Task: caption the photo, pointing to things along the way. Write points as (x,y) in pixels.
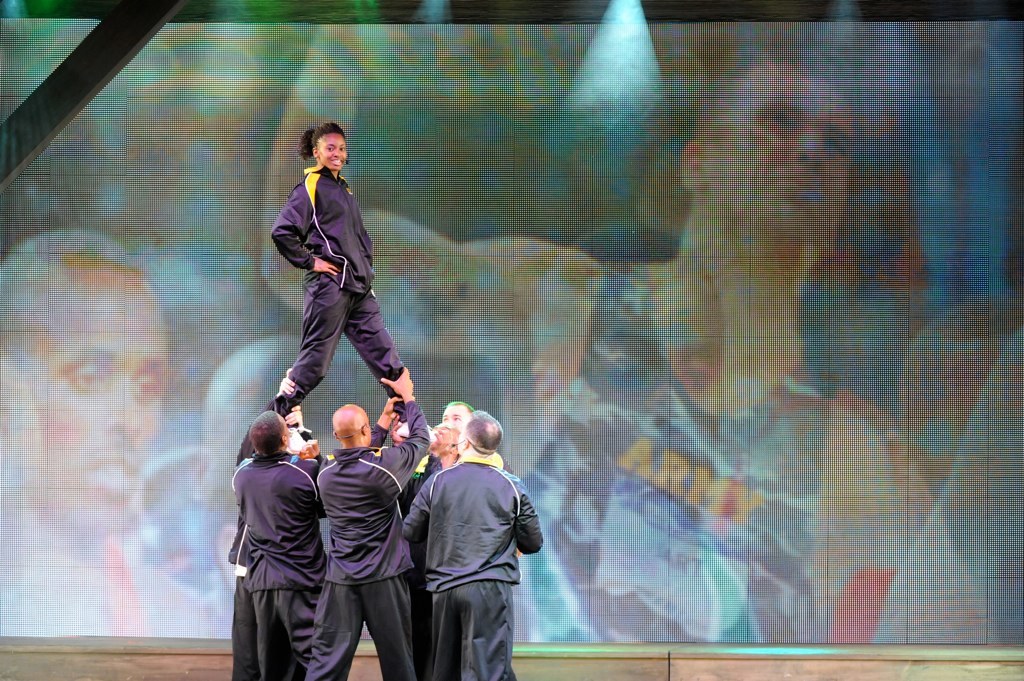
In this picture I can see few people (387,591) standing and I can see a woman (334,280) standing on them and couple of them holding her and I can see a screen (404,200) displaying in the background (639,190).
